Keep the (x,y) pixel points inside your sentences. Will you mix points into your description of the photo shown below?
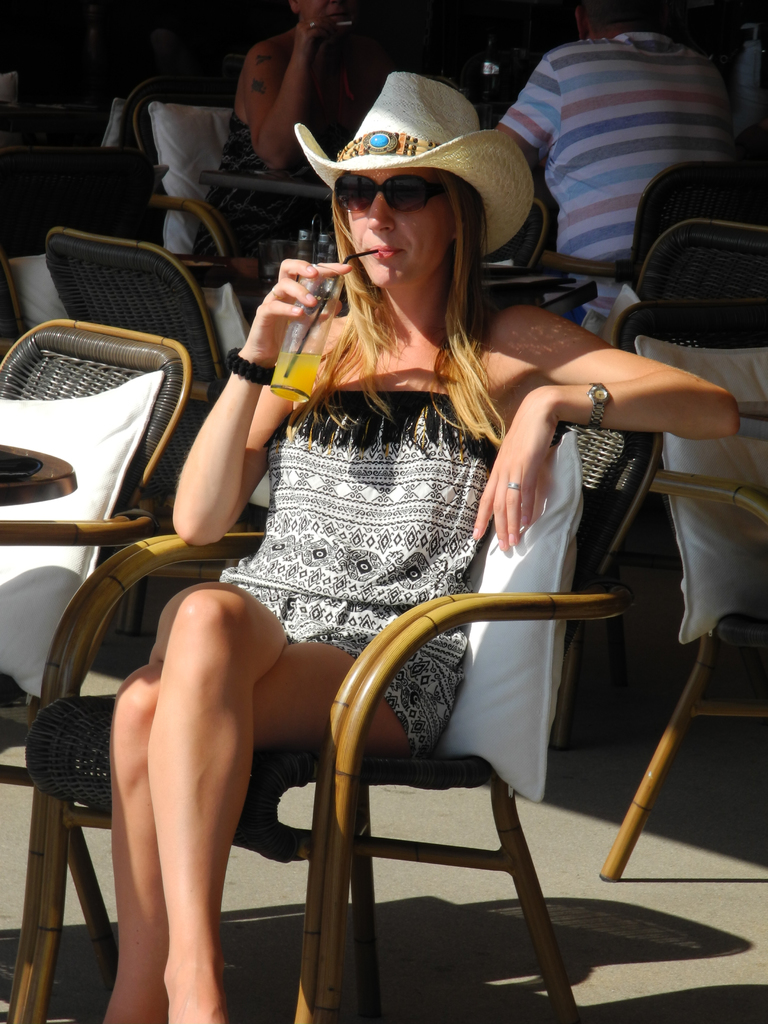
In this picture we can see women (415,250) wore cap (346,166), goggles (376,191), watch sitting on chair (494,605) and holding glass (310,320) in her hand (310,303) and drinking with straw (298,358) and in the background (258,63) we can see a man (602,98) and woman (364,46) and some chairs (100,289).
